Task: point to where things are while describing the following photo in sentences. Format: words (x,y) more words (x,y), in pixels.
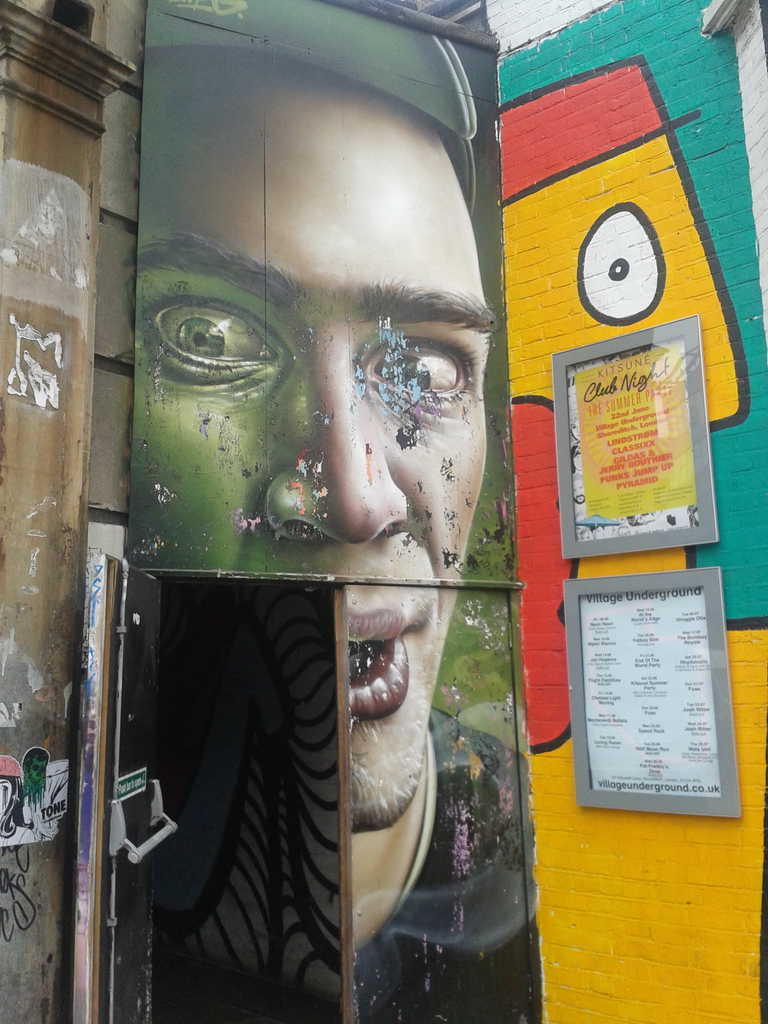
In the center of the image (365,604) there is a door (491,718). Beside the door (460,636) there is a wall (519,244) with the photo frames (568,438) on it.
